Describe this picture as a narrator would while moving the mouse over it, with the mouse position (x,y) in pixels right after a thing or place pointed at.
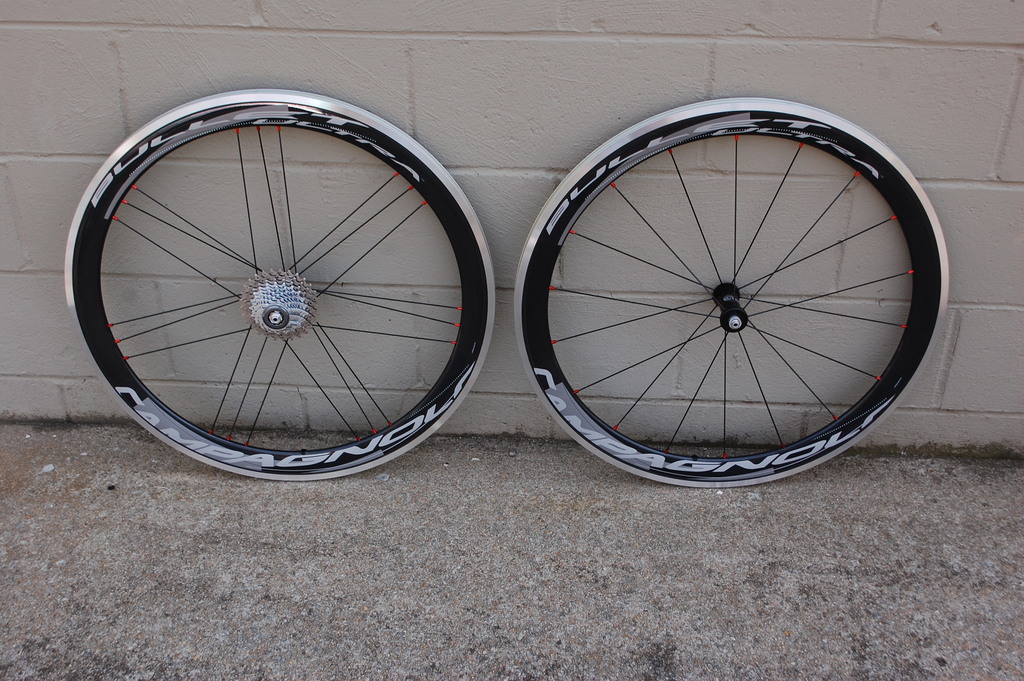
In this image in the center (558,362) there are two wheels (609,172), and in the background (233,80) there is a wall (850,372) at the bottom (860,488) there is a walkway (464,538).
